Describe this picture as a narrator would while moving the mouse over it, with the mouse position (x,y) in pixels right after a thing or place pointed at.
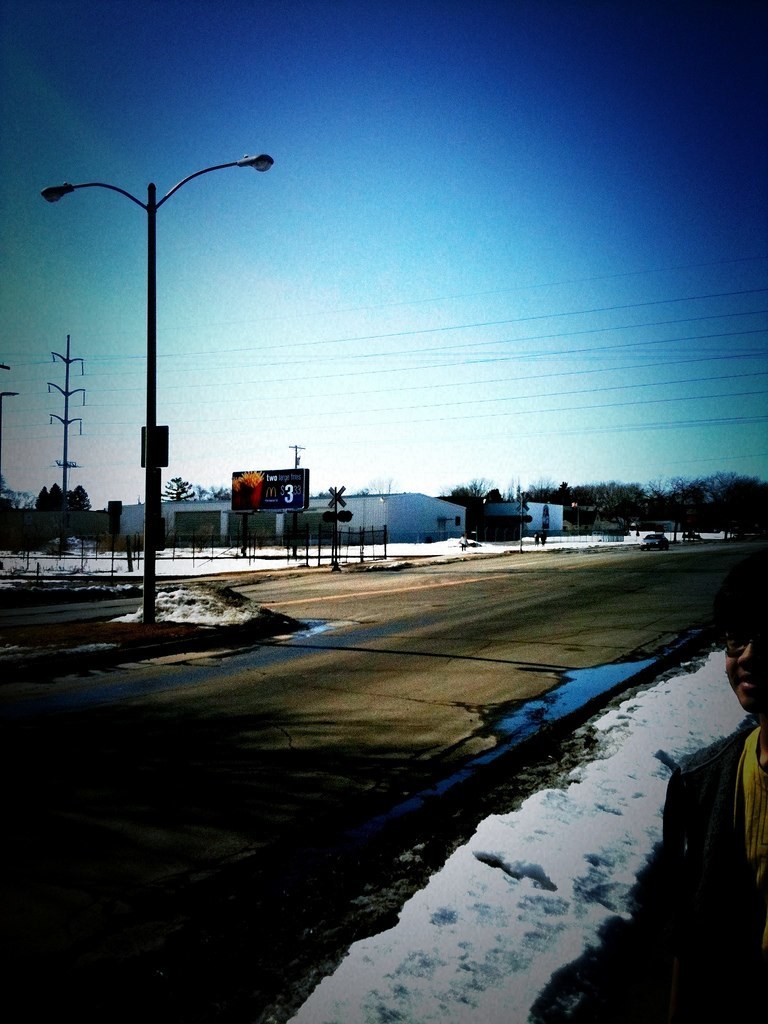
In this image we can see road (344,746). Right bottom of the image (731,753) one person (739,733) is there. Background of the image (444,524) houses (459,515), fencing (249,546), street lights (150,393), electrical poles (65,495) and wires (520,396) are there. At the top of the image (510,196) sky (480,138) is present. we can see trees (660,519) at both sides of the image.
